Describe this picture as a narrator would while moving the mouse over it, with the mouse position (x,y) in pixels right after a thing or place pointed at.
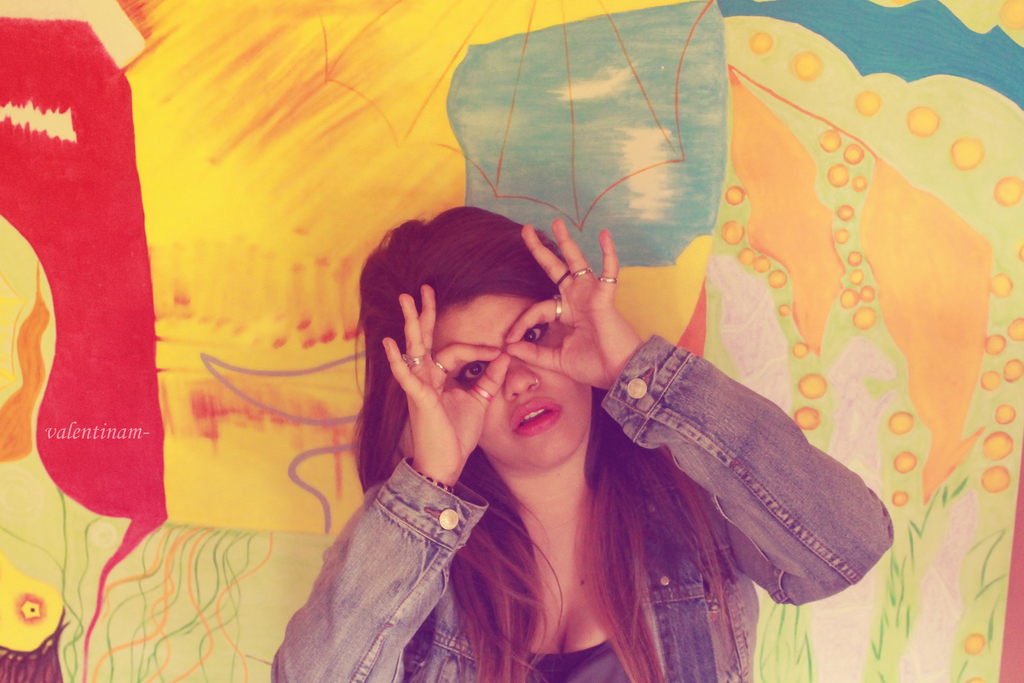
In this picture we can see a woman (597,572). In the background (148,645) there is a painting (184,633).
